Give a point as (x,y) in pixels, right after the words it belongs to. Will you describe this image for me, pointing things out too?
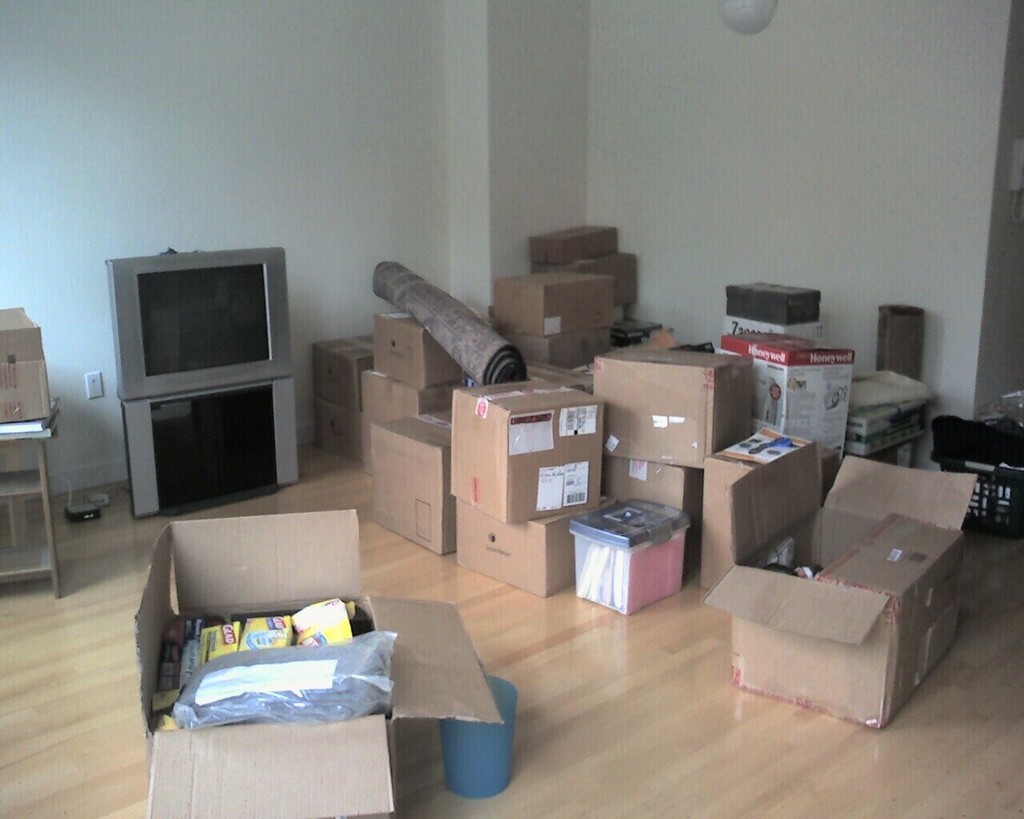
In the middle of the image (559,291) we can see some boxes (507,300), tables (251,462) and screen (144,280). Behind them we can see a wall (418,95).
